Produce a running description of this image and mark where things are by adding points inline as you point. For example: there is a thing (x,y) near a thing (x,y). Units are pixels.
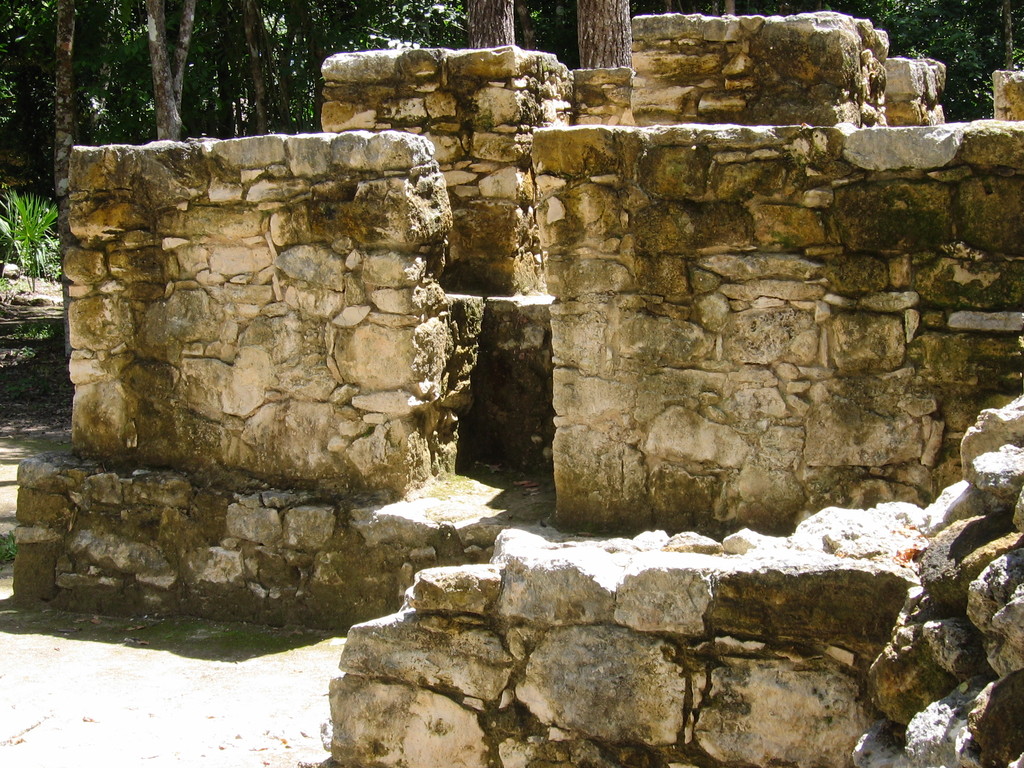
In this image, we can see walls (626,249), walkway (2,478). Background (410,44) there are so many trees (971,110) and tree trunks (488,36). On the left side of the image (23,205), we can see few plants (45,250) and grass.
